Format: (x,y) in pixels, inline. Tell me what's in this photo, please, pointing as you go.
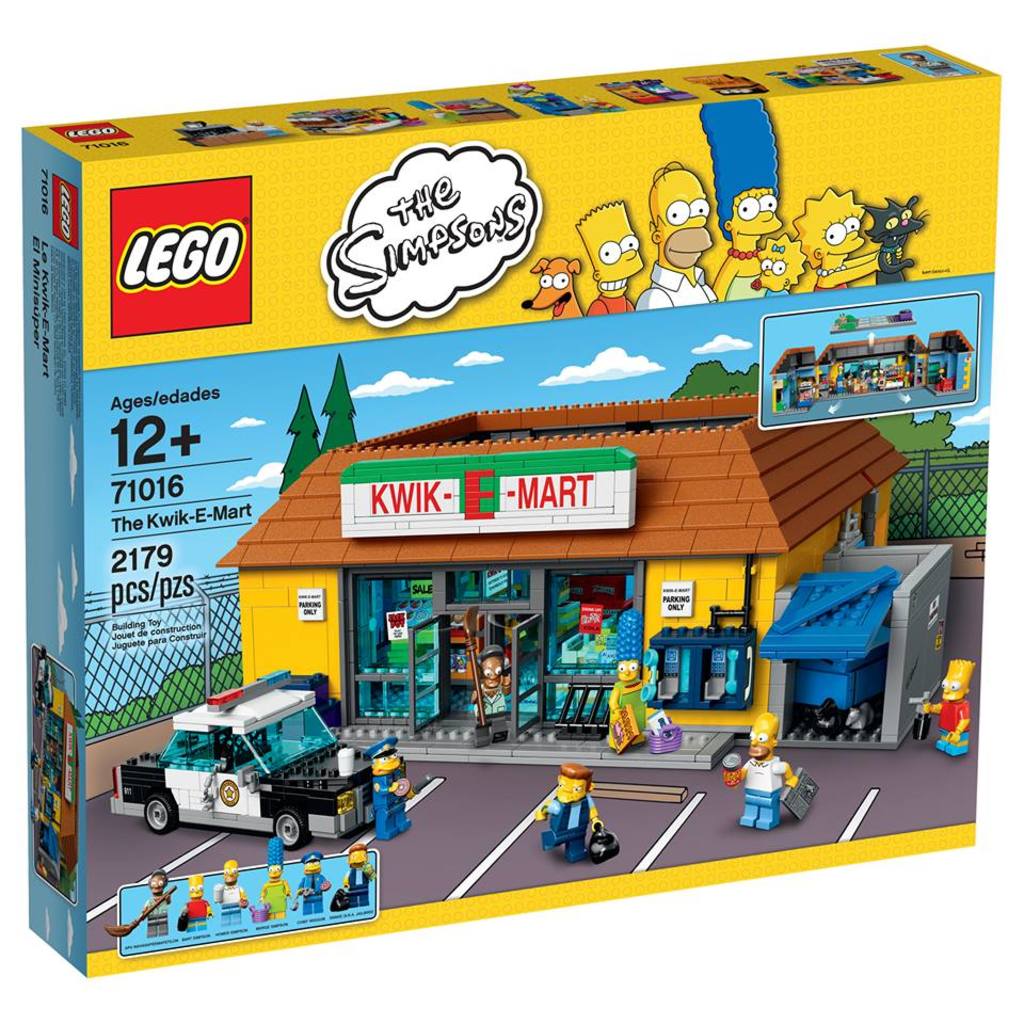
In this picture, it seems like a toy box (479,600).
